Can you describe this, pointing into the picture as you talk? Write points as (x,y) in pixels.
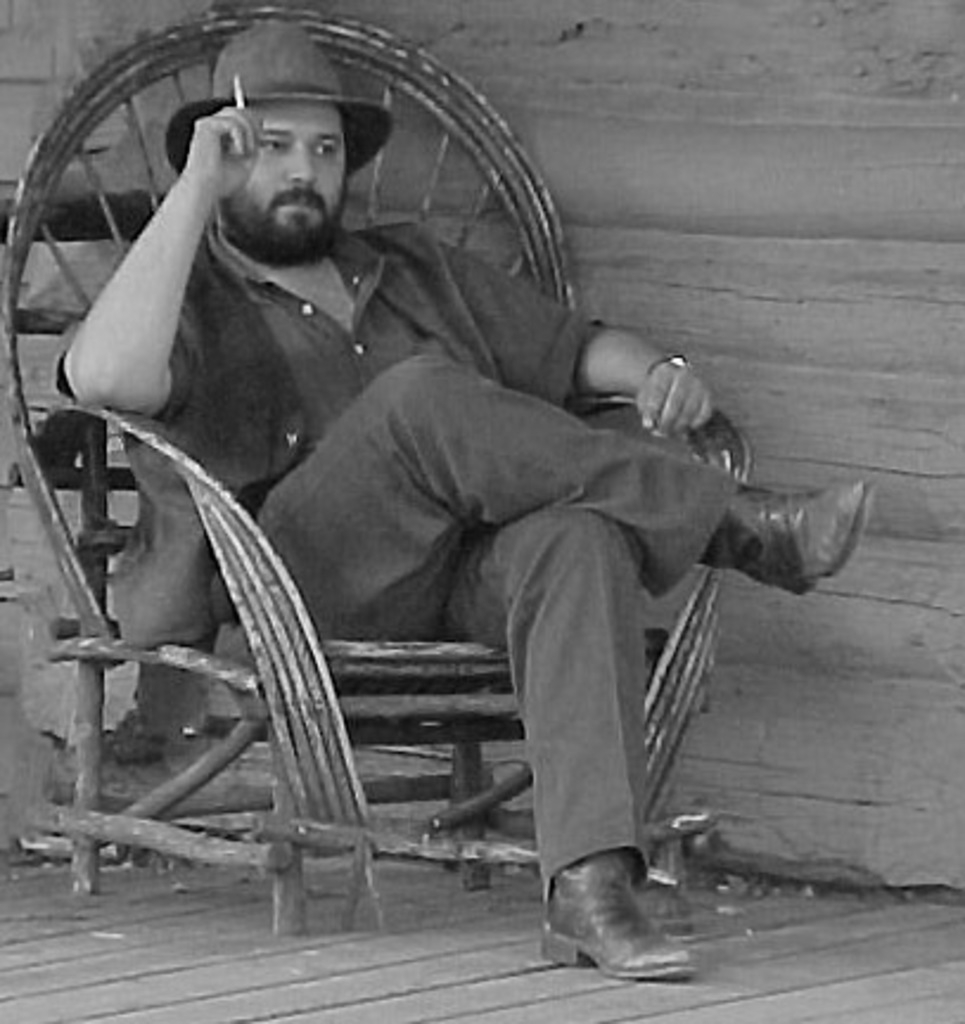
This is a black and white image. In the center of the image (445,515) there is a person (334,553) sitting on chair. In the background of the image (605,164) there is a wall (727,240). At the bottom of the image (520,979) there is a wooden flooring (238,976).
